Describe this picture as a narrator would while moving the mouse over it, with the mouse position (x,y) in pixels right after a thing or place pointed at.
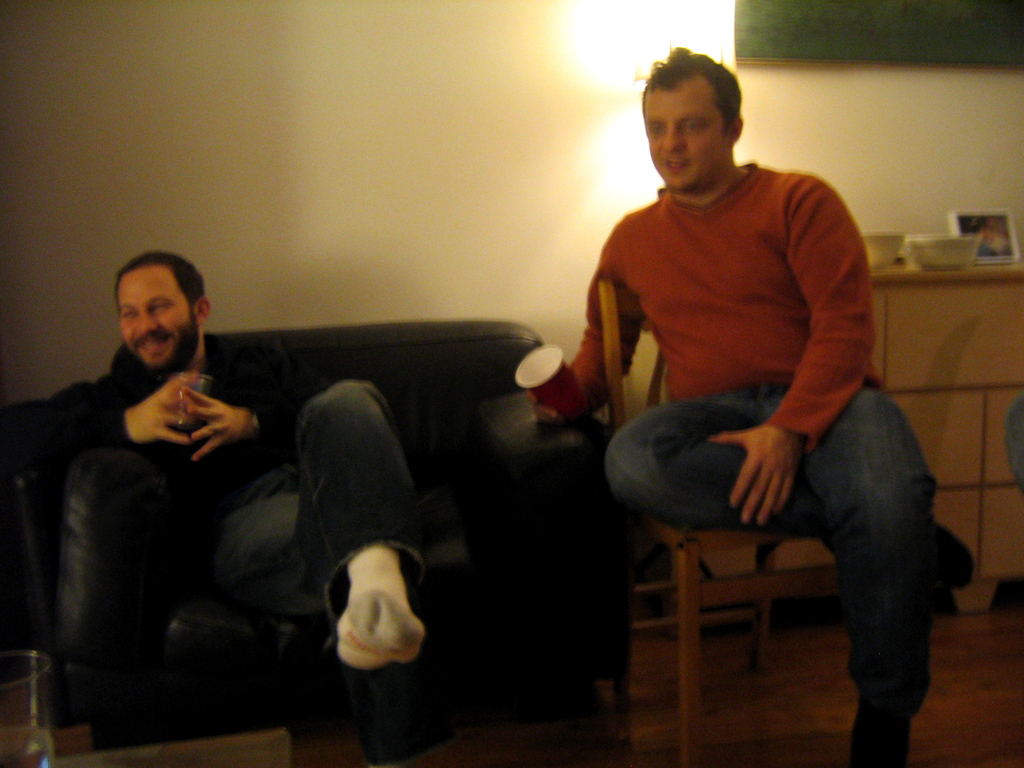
In this image there is a man (397,744) sitting in the couch (300,375) holding a glass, another man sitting in the chair (697,702) holding the glass (551,346) at the back ground (476,300) there is a wall (492,99), cupboard (1004,552), a frame (964,232), bowl (951,260), cup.
